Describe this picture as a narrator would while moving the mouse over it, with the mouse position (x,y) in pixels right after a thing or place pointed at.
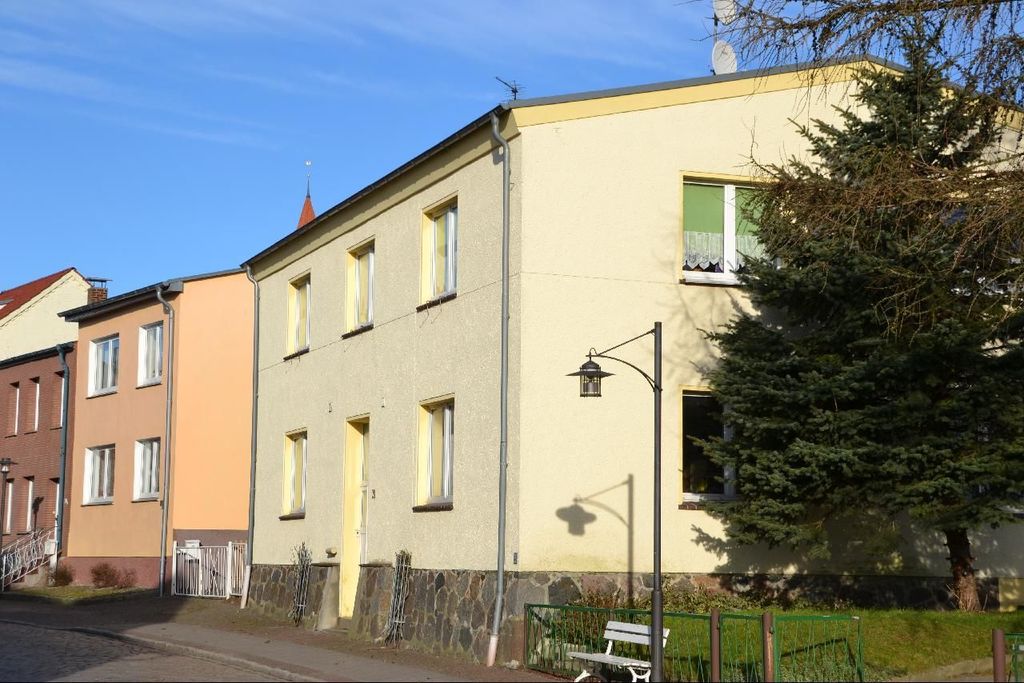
In this image, we can see some buildings (300,399). There is a tree (938,388) on the right side of the image (944,447). There is a bench (667,636) and pole (656,591) in front of the fencing (708,638). There is a sky (536,46) at the top of the image (548,54).
